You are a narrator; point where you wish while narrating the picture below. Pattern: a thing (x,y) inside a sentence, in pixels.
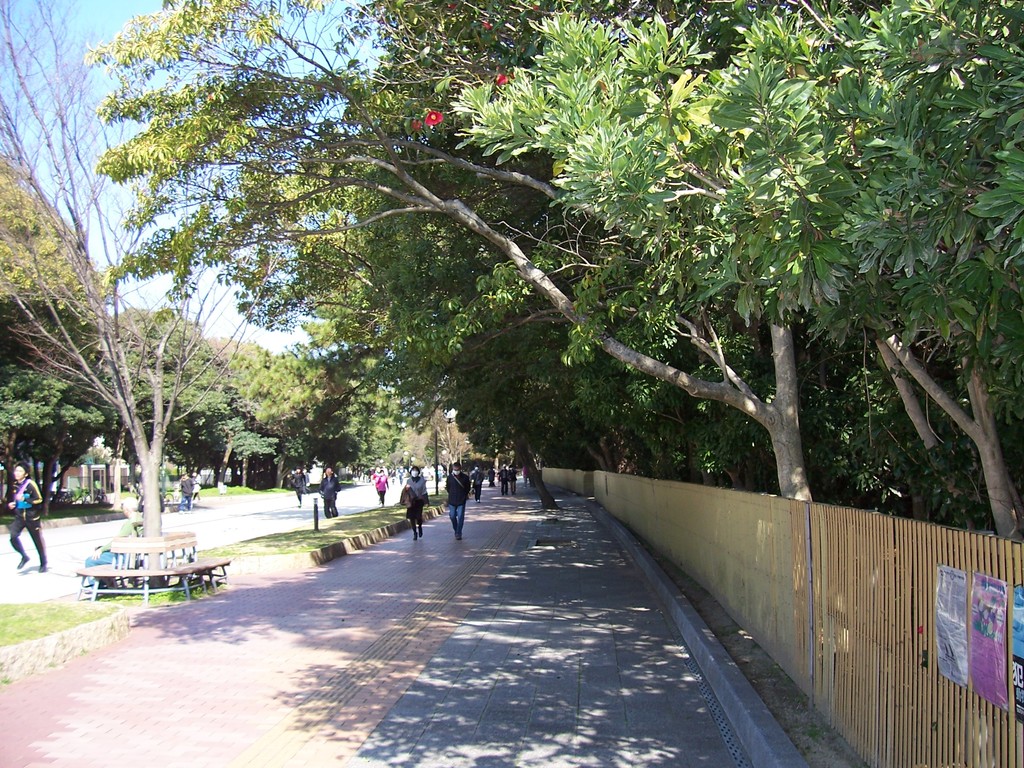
In the image we can see there are lot of people (455,495) standing on the footpath (562,542) and road (65,530). Behind there are lot of trees (455,293) in the area (433,411).
